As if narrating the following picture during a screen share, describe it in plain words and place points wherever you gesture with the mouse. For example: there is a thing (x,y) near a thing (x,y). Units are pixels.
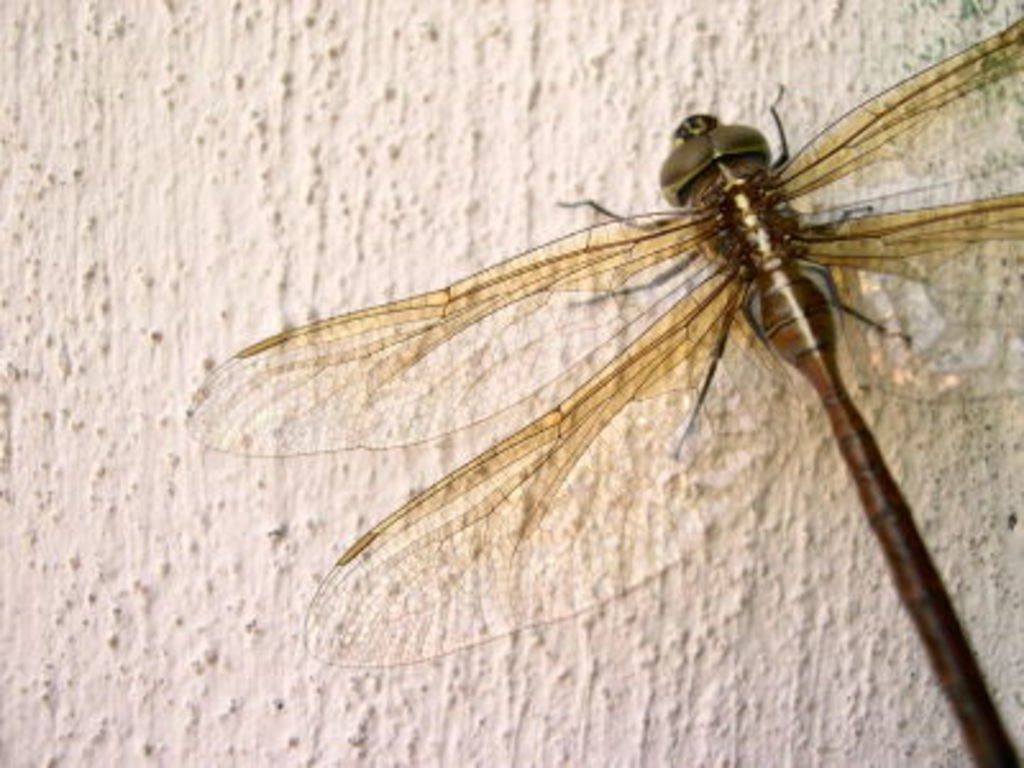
In this picture we can see an insect (577,364) on a surface (444,83).
